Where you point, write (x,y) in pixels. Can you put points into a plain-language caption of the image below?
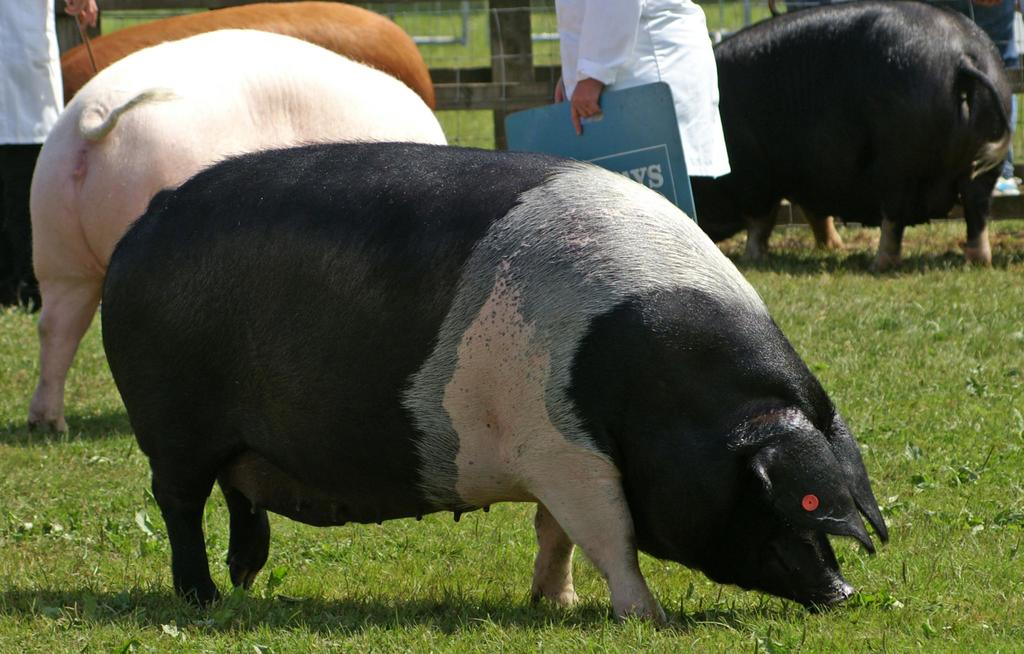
In this image we can see few animals (909,198). There is a grassy land (942,402) in the image. There are few persons (641,53) in the image. We can see few persons (592,76) carrying objects (617,112) in their hands (574,108). There is a fence (503,64) in the image.
